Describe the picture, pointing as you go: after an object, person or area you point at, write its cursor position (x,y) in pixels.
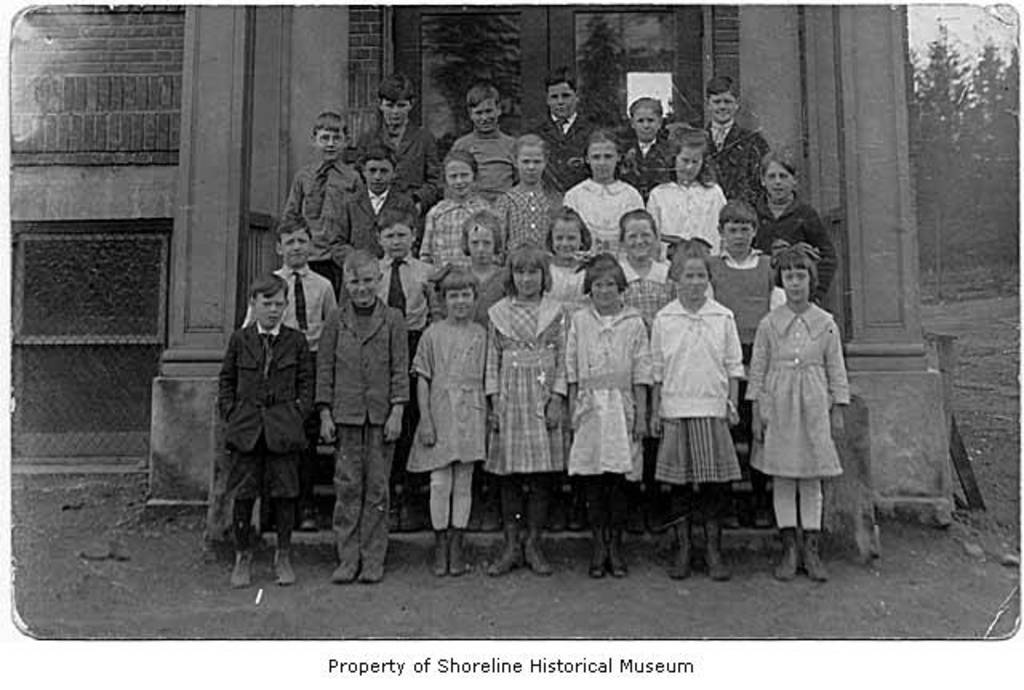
This is a black and white picture. Here we can see pillars (229,14), wall (757,39), door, ground (190,587), trees (1010,245), and group of children (535,384). At the bottom of the image (423,666) we can see something is written on it.
